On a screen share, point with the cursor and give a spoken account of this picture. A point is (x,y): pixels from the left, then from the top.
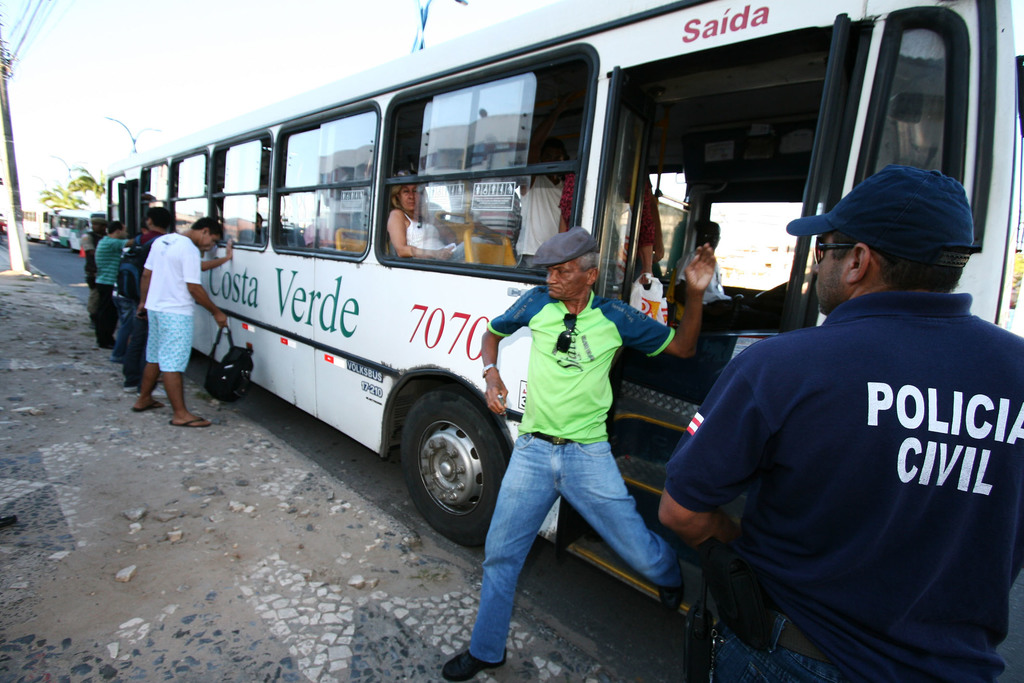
In this picture, on the right side (832,613) corner, we can see a man (926,317) wearing a blue color shirt (940,426), we can also see a person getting down from the bus (592,106). On the right side (708,179), we can also see a bus (511,387) which is in white color, in the bus (589,199), we can see few people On the left side (173,247), we can see a group of people (123,283) standing beside the bus (466,460). On the left side (8,161), we can see a electrical pole (14,177), electrical wires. In the background (28,220), we can see some buses (74,213), trees (103,185), street lights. On the top (229,16), we can see a sky (323,43), at the bottom (53,471) there is a road (62,271) and a land (167,534) with some stones (400,623).
